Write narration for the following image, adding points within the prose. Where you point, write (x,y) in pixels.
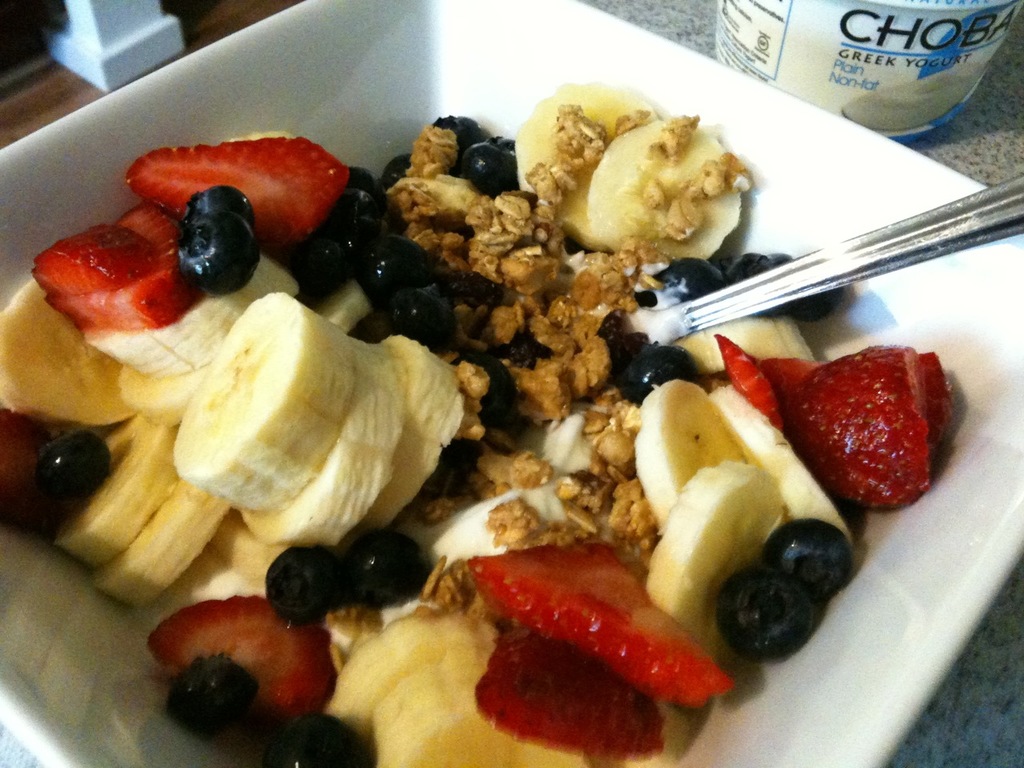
In this image we can see a bowl (825,112) with some food (432,541) and a spoon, also we can see an object (876,51) on the table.
